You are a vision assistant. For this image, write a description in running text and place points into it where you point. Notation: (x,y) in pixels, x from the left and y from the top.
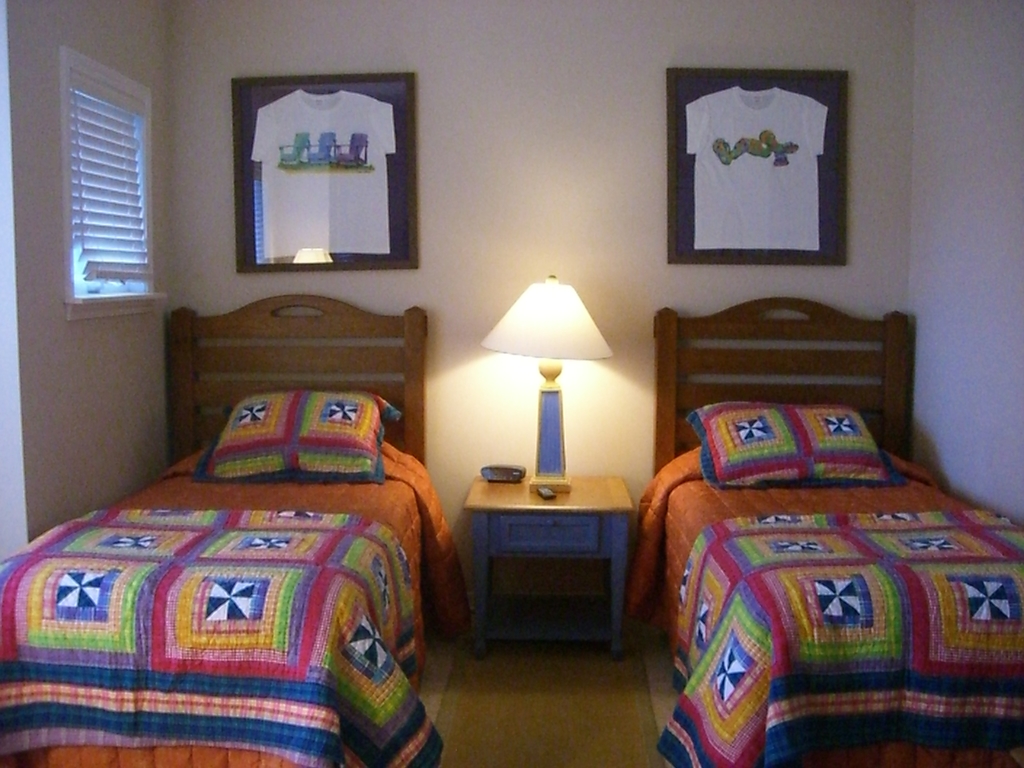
In the image I can see two beds (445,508) on which there are blankets (407,503), pillows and a table (551,500) on which there is a lamp (564,331) and also I can see two frames (286,165) to the wall (239,299) and a window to the side.
